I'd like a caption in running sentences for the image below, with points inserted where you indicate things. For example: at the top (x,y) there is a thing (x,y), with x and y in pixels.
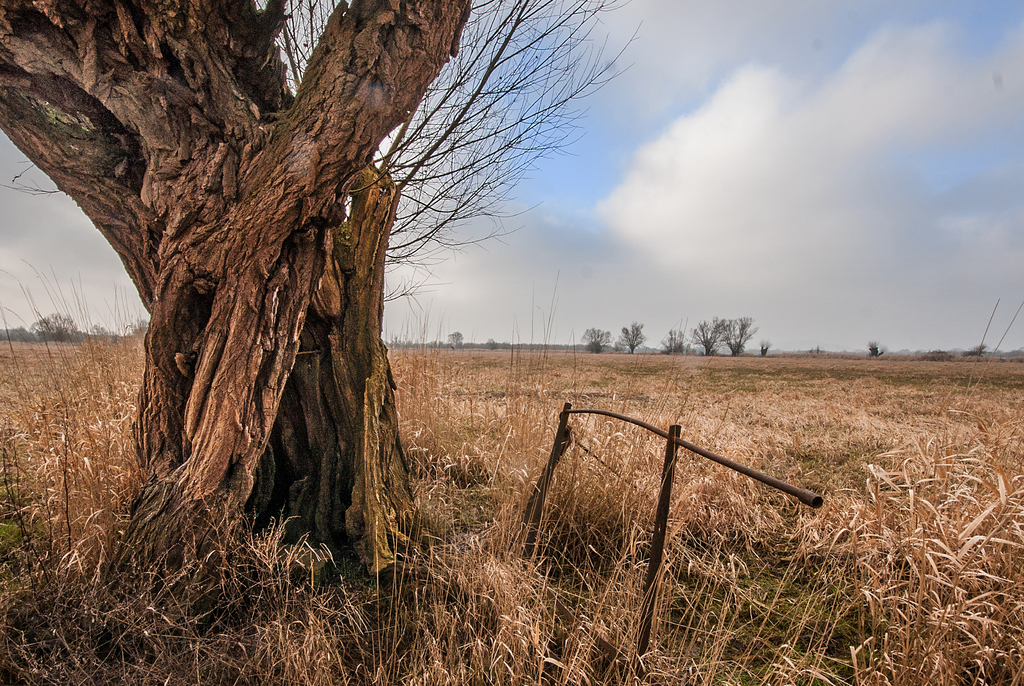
In this image we can see the tree trunk (254,173) and the rod (727,464) and there are trees (672,352), grass (700,382) and the cloudy sky (778,161).
